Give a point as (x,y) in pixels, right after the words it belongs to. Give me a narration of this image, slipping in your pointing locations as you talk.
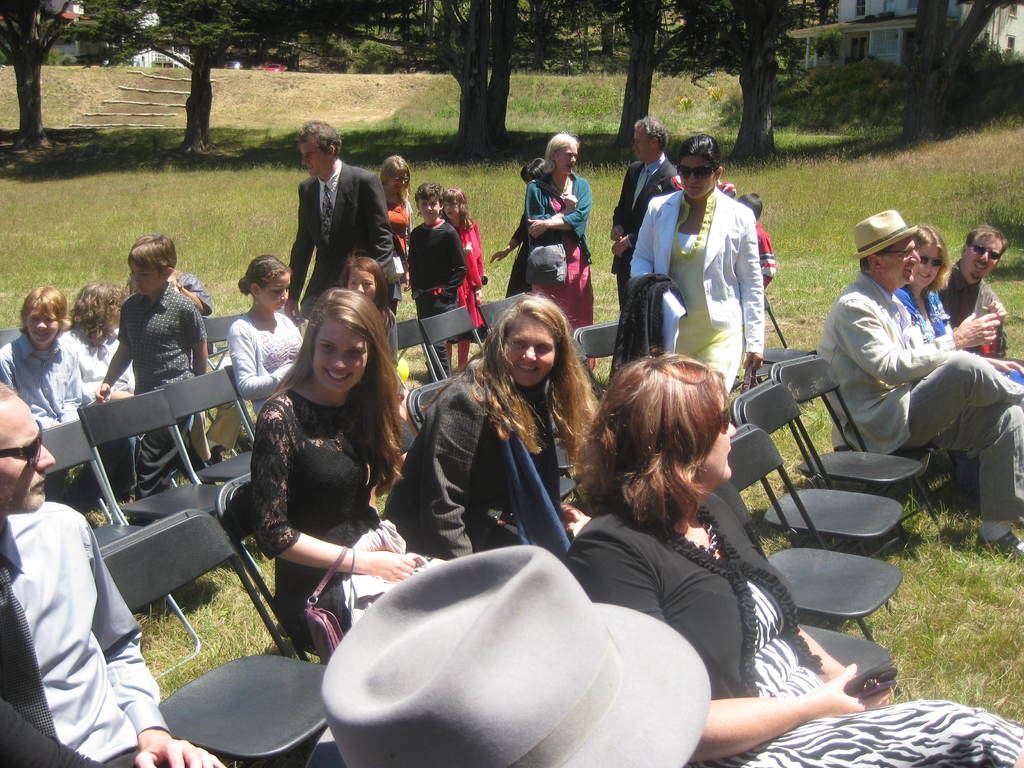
In this image in the foreground (461,598) there are a group of people (972,411) who are sitting on chairs (421,320), and some of them are walking and some of them are standing. In the background (133,68) there are some trees (334,66), houses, plants (857,80) and some stairs (114,116).
